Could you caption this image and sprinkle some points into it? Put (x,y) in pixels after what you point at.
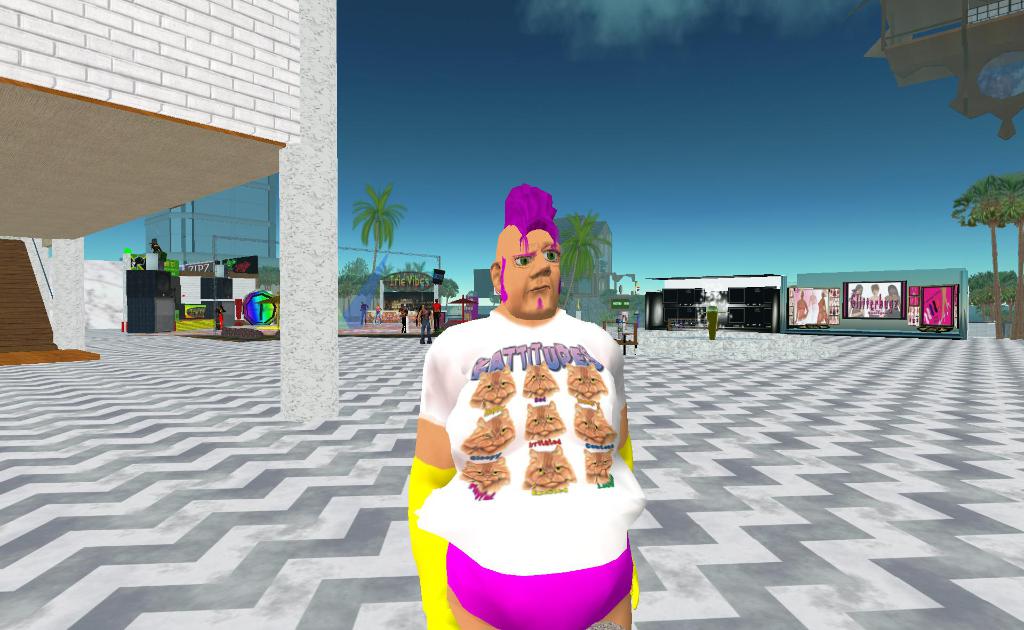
In the image we can see there are people (508,355) wearing clothes (489,401), this is a building (220,158), tree (376,207), poster (881,306), footpath (802,494) and a sky (394,236). This is an animated picture.
